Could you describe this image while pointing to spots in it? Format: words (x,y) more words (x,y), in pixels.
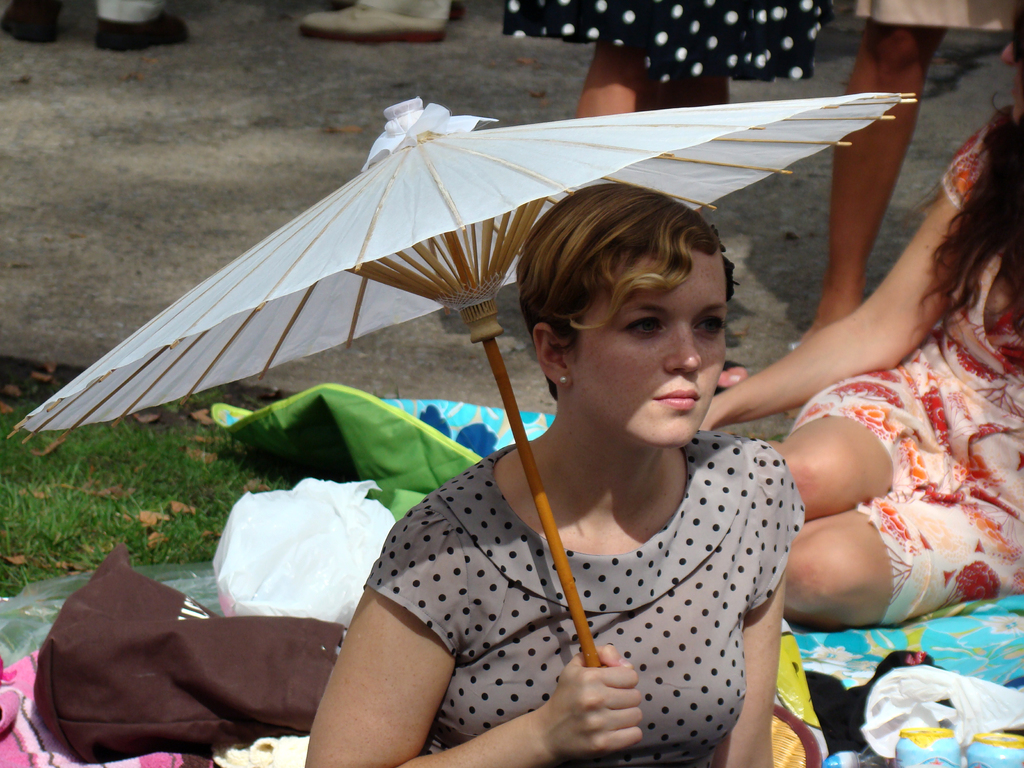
In this picture there is a woman (677,624) who is wearing grey dress (728,608) and she is holding an umbrella (437,258). Beside her we can see clothes (469,442), bottles (979,747), plastic covers (897,704) and towel (65,753). On the right (892,547) there is another woman (979,434) who is sitting on the floor (991,644). At the top (907,47) we can see another woman (862,43) who is standing near to those women (897,273). On the left (79,495) we can see green grass (113,472) and leaves (203,454). At the top left (126,21) we can see two persons leg (388,26) who are wearing the sneakers (315,32).
